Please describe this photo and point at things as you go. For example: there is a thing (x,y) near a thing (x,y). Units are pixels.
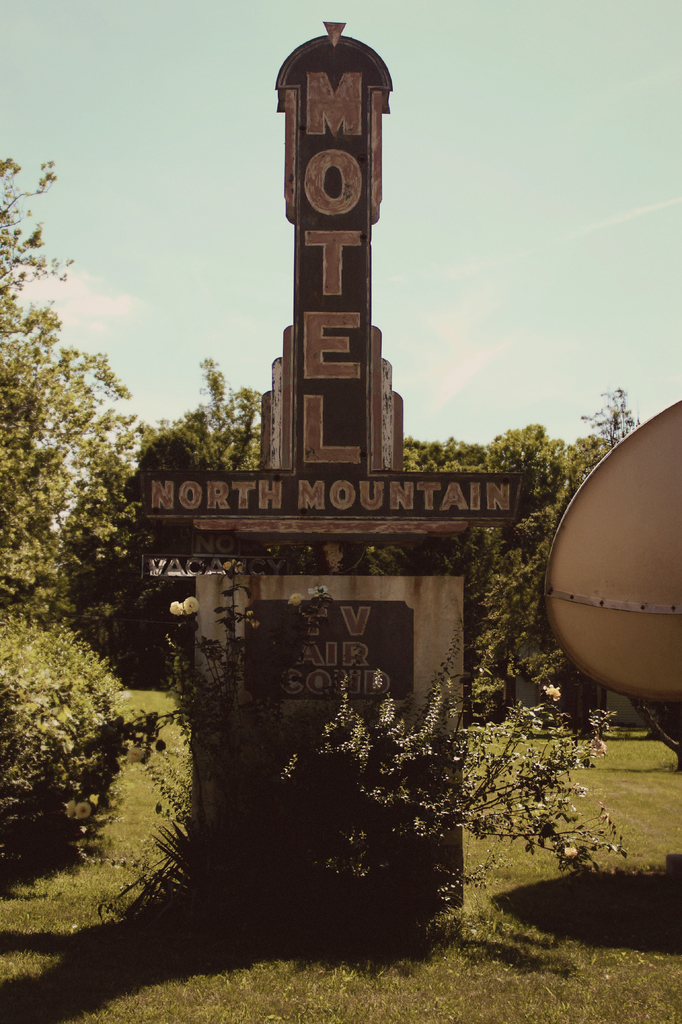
In this image we can see a structure (267,562) with some text (335,295) and we can also see trees (68,540), grass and sky (271,109).
